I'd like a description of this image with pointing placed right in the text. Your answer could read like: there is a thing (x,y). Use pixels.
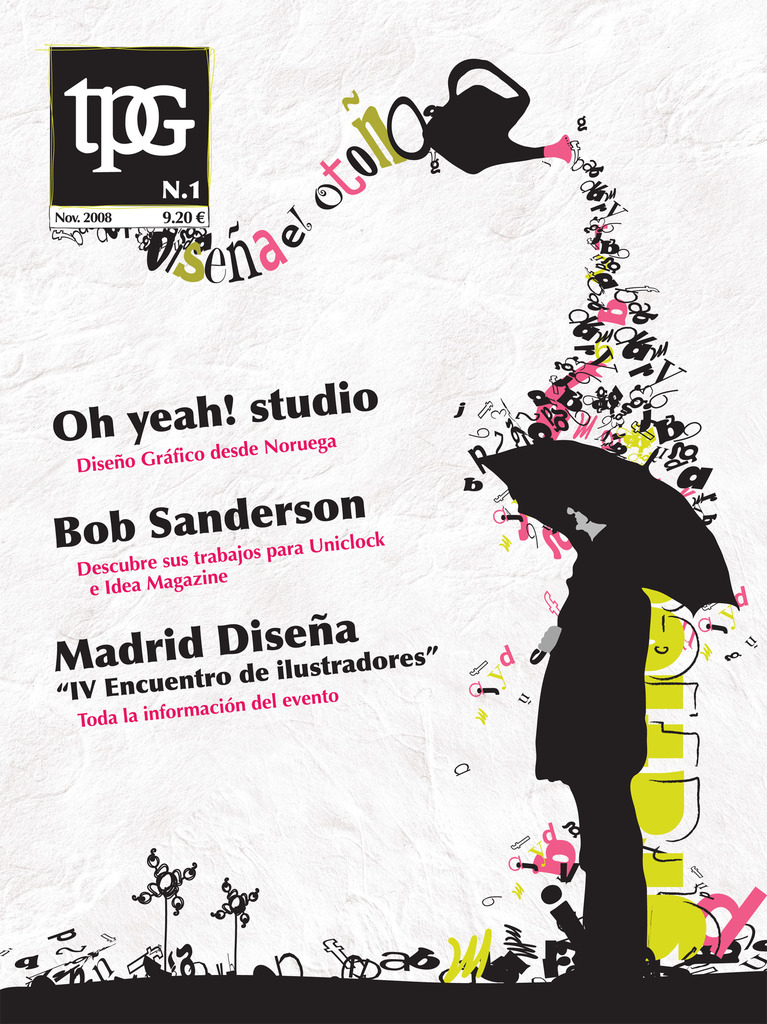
Here we can see a poster (619,361), in this picture we can see a cartoon (606,826) of a person (606,826) on the right side (559,714), this person (608,698) is holding an umbrella (654,533), there is some text (216,543) in the middle (294,525).
